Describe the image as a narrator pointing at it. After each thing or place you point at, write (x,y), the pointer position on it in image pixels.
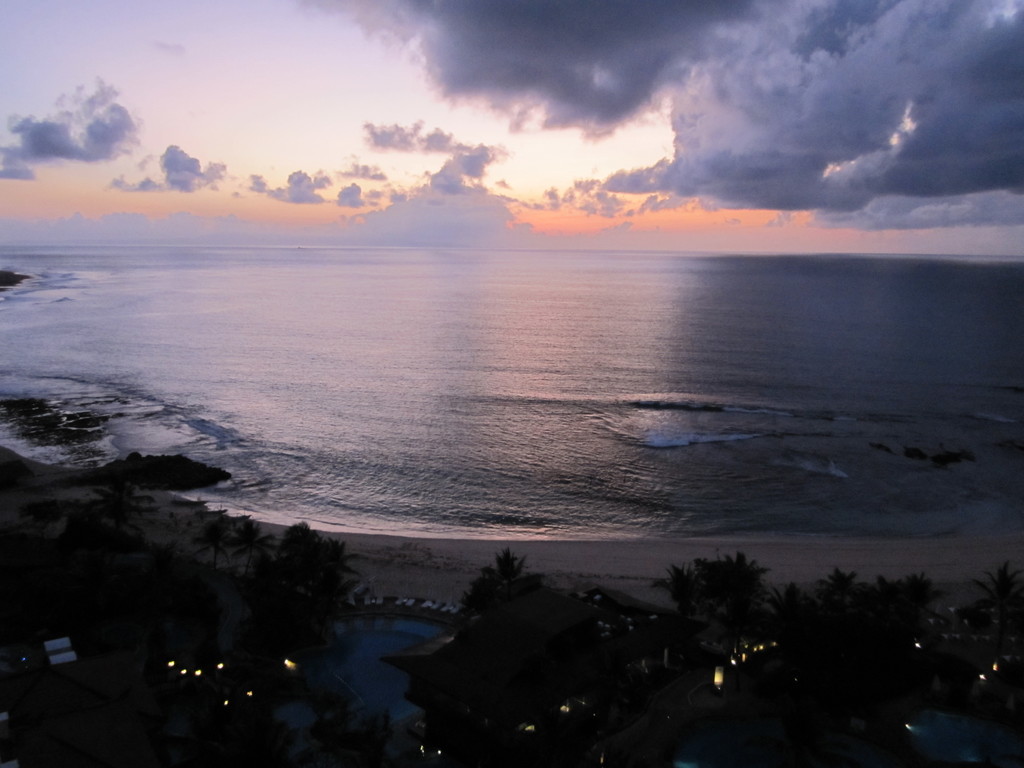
In this image we can see water (605,440). At the bottom (117,577) there are trees (272,582), buildings (460,677), lights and pools (775,739). In the background (561,178) there is sky (426,149) with clouds (470,80).
